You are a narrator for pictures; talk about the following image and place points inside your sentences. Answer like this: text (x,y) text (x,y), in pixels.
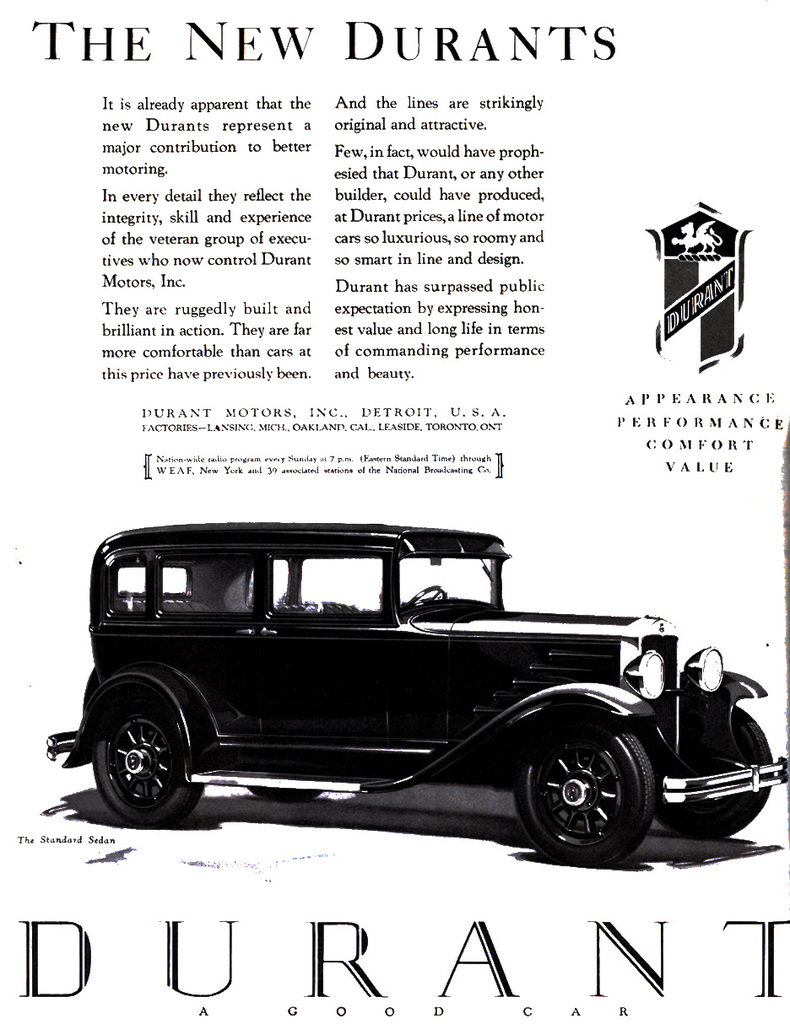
In this image there is a black and white poster (694,303), in that poster (99,379) there is a car (158,611) and some text (105,128) is written on that poster (79,307).
